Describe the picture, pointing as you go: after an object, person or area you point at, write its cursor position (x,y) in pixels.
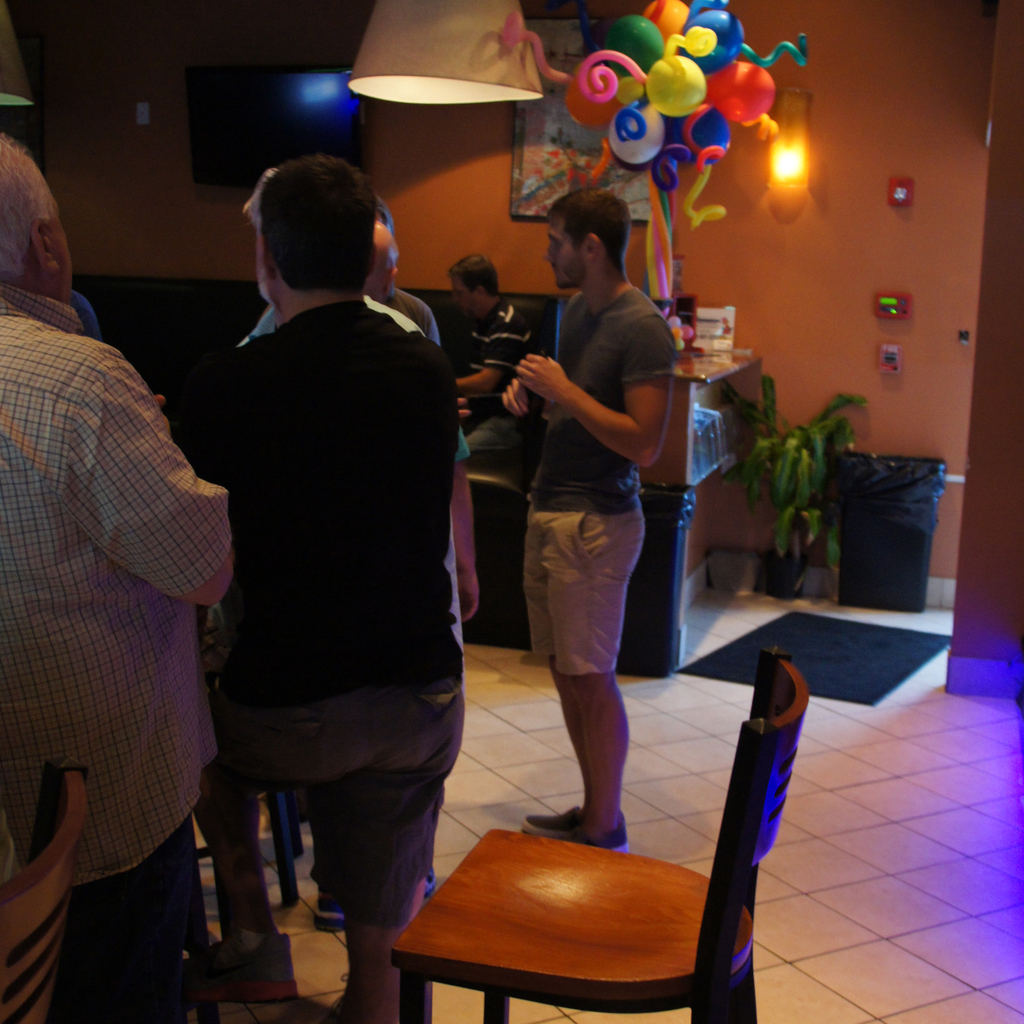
There is a floor of white color (869,848) and a chair of brown color (635,899) and some people (227,649) are standing and in the background (845,234) there is a wall of orange color (754,251) on that wall (862,317) there is a lamp (794,154) and a switches (901,312) in red color and some balloons (594,91) and a light (511,71) hanging on the roof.
